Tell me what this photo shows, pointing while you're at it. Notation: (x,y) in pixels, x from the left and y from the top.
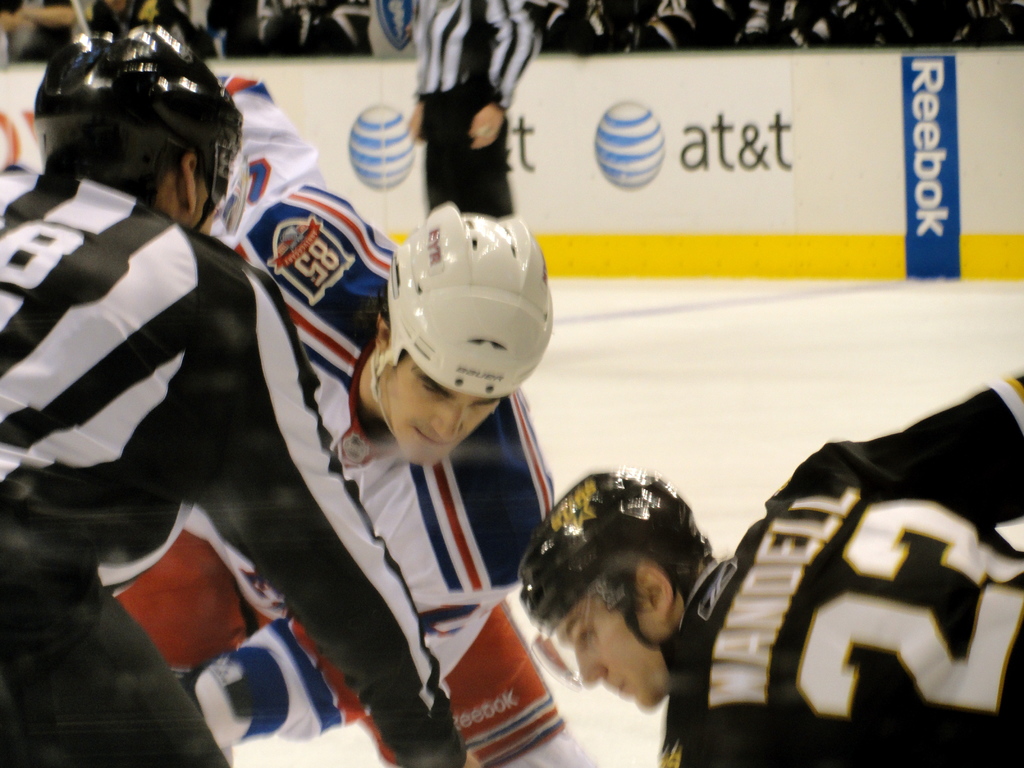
In this image we can see the players (423,598) wearing the helmets (612,556). In the background (788,231) we can see the banner (713,111) with the text (744,168). We can also see the white color floor (772,341) and there are people (713,27) behind the banner (626,128).
